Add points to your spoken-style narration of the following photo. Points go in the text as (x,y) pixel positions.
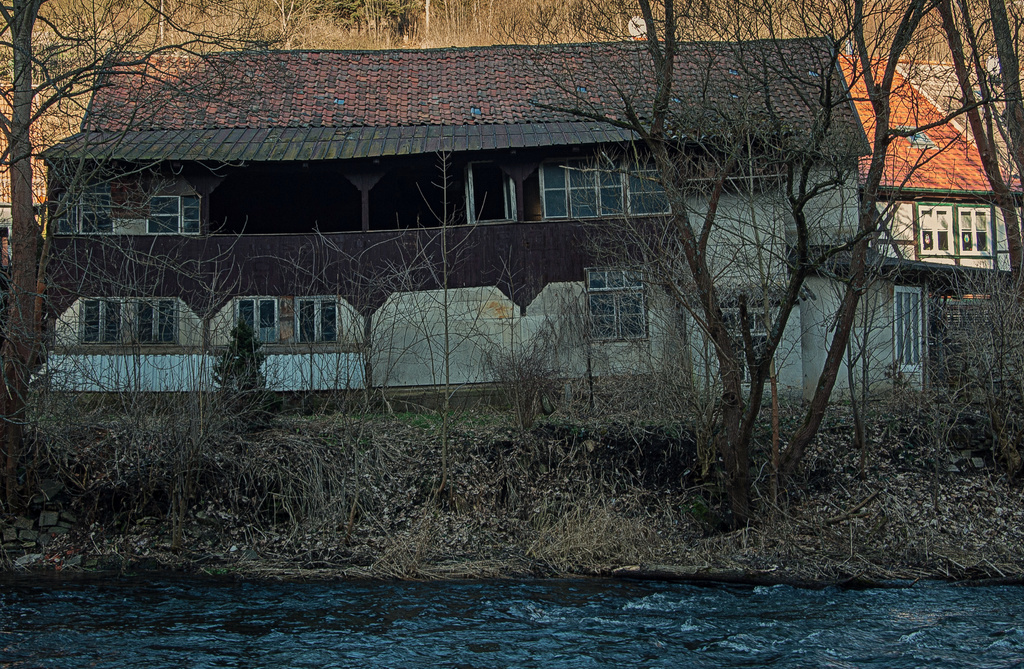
This picture is clicked outside. In the foreground (757,621) we can see a water body (269,635) and the dry stems (580,513), plants (221,422), trees (849,319) and the houses (550,232). In the background (118,29) we can see the trees (745,27) and some other objects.
